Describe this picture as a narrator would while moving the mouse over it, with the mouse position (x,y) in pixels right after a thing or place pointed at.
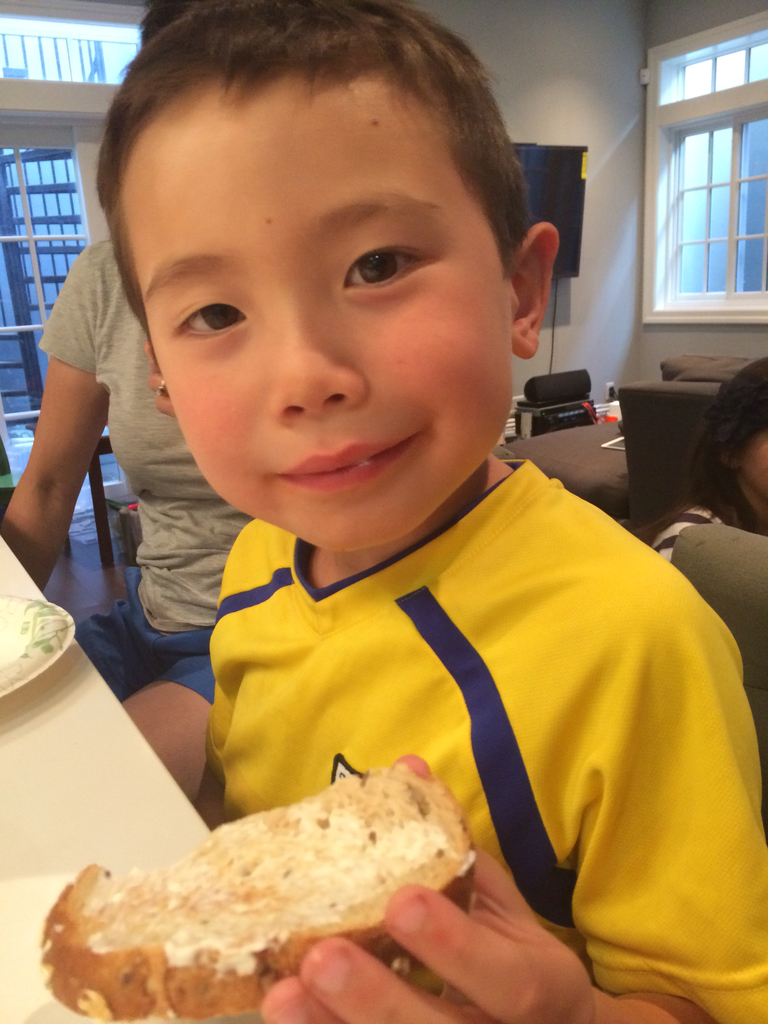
In this image, we can see a kid (509,621) sitting and holding a food item (188,995), there is a table (111,799), we can see two people (48,542) behind the kid (280,482), we can see the wall (549,17) and we can see the windows (738,229).
